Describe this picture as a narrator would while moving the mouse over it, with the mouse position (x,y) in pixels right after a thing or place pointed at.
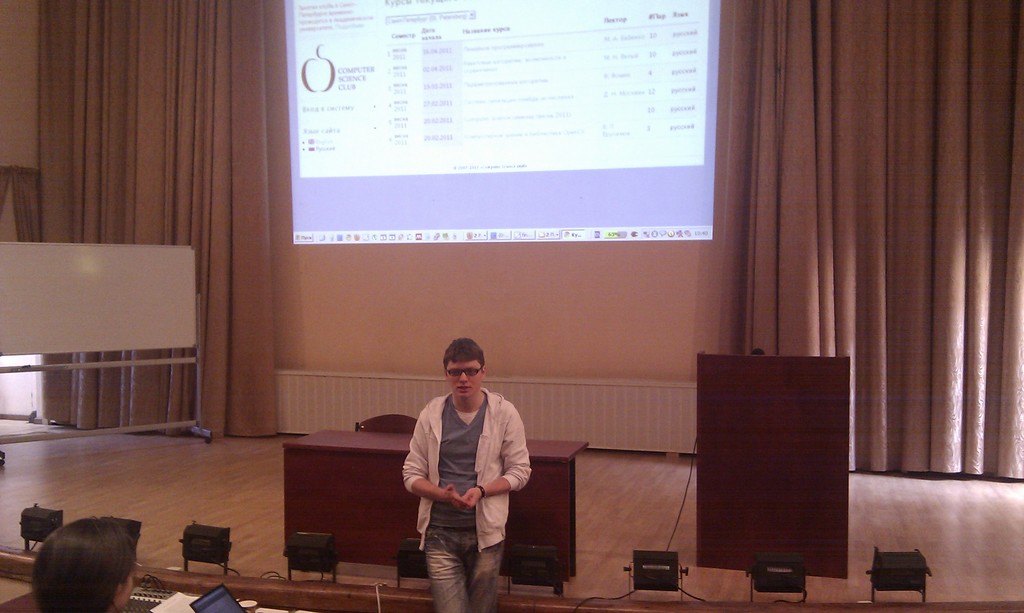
In this picture we can see two people (94,529), laptop (227,612), glass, table (333,480), podium (796,369), chair (386,430), board (46,289) and some objects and a man (468,452) wore a spectacle (466,377) and standing and in the background (389,317) we can see curtains (149,154), wall (480,308), screen (330,154).
